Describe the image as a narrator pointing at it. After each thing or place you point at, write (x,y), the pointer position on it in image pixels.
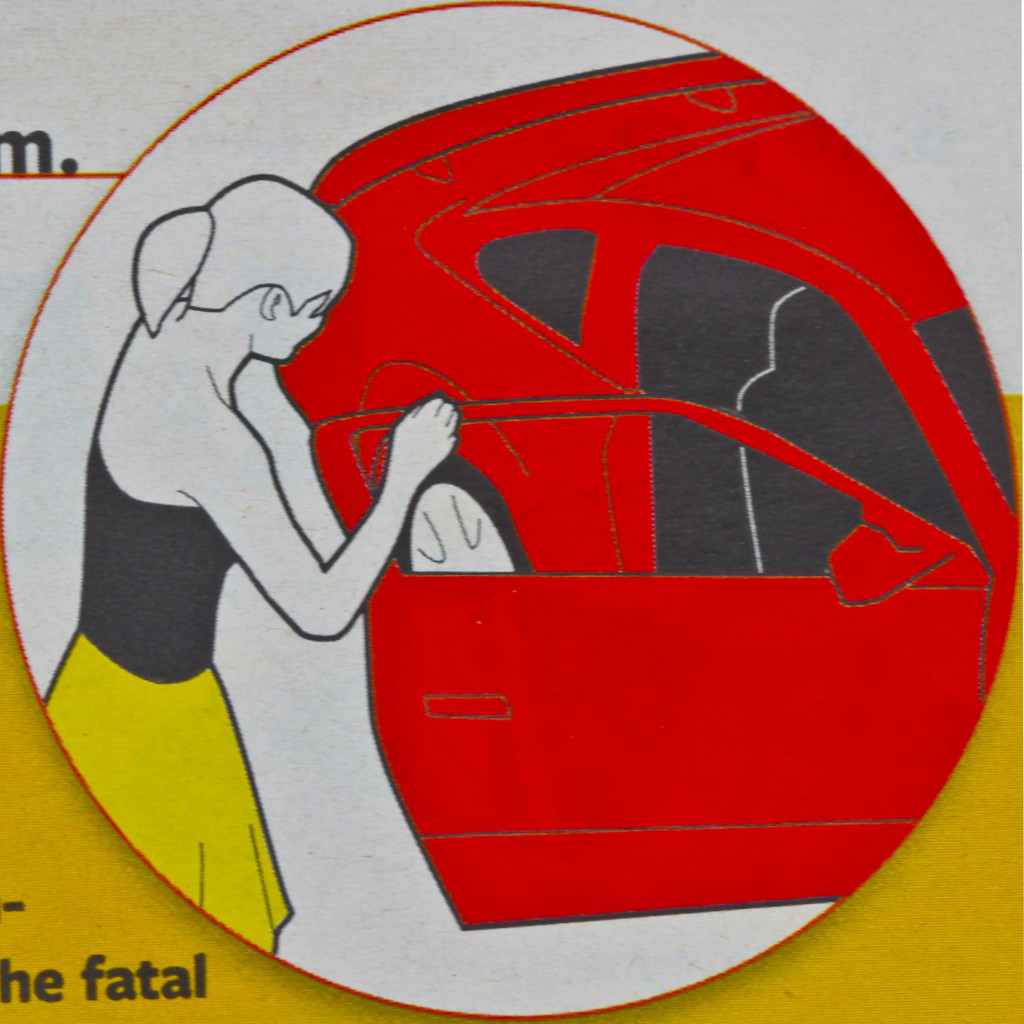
In this image we can see a painting (585,422) of a car (590,511) and a woman (220,761) with some text (80,974).
